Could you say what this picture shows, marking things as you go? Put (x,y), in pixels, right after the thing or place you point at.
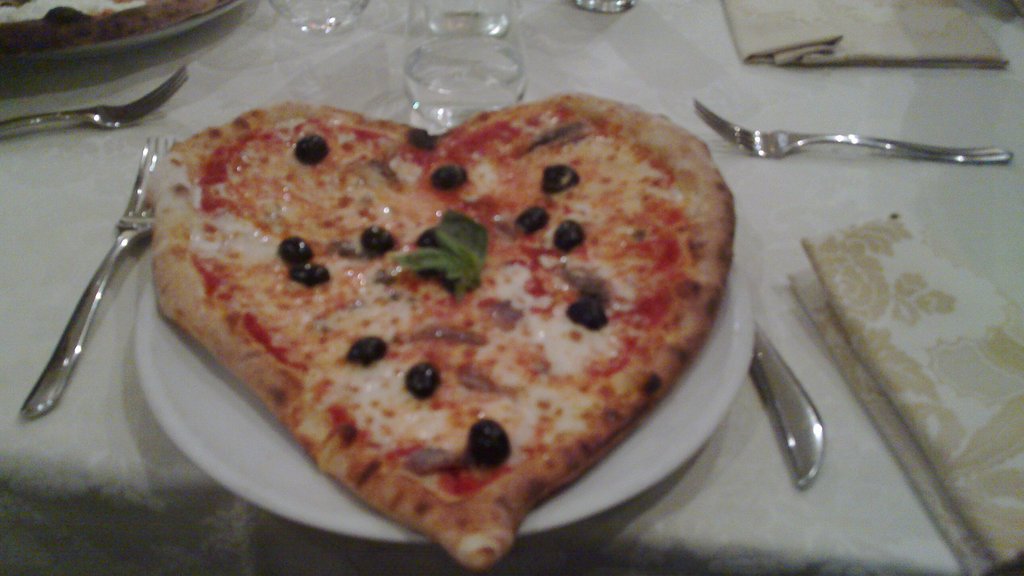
In this picture I can observe some food (491,216) placed in the plate (685,409). It is looking like a pizza (353,199). On the table (89,218) I can observe forks (115,250). The table (106,241) is in white color.
